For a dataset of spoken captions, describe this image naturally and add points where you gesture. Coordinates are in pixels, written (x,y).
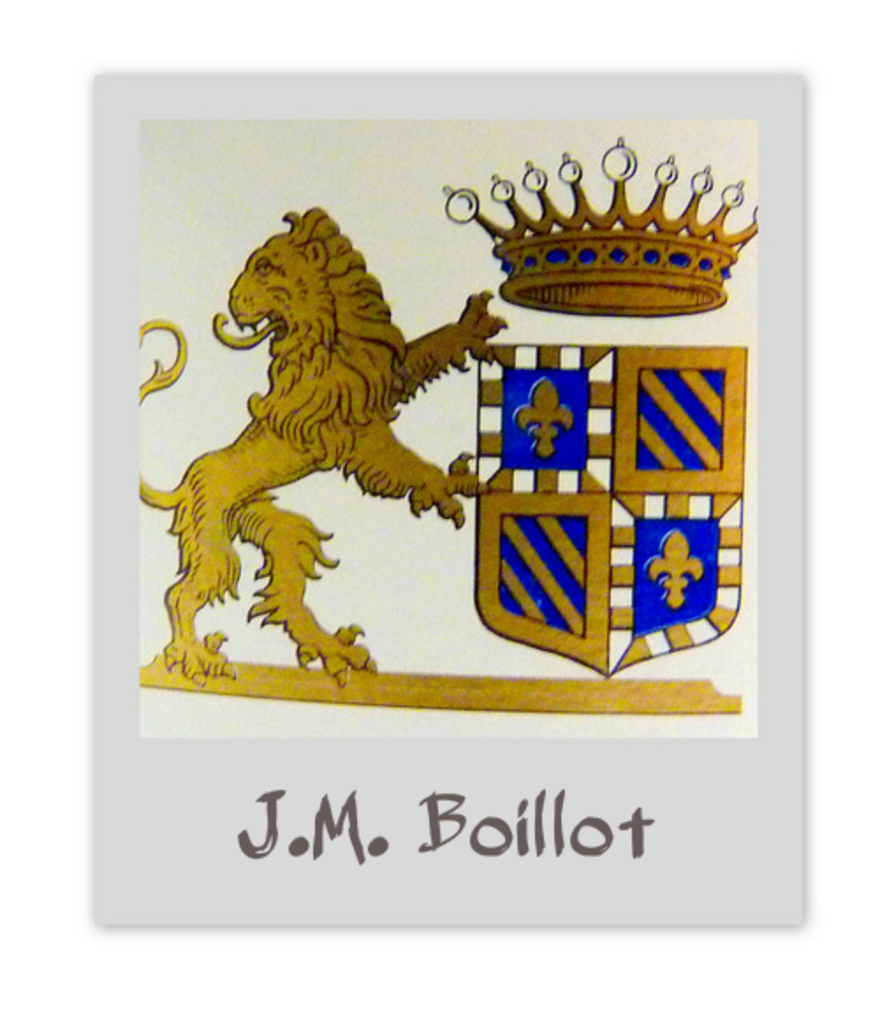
This is the picture of the painting (498,414). In this picture, we see a lion (316,375), crown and an object (641,504) which looks like a shield (609,430). In the background (208,163), it is white in color. At the bottom (642,829), we see some text (417,812) written.
